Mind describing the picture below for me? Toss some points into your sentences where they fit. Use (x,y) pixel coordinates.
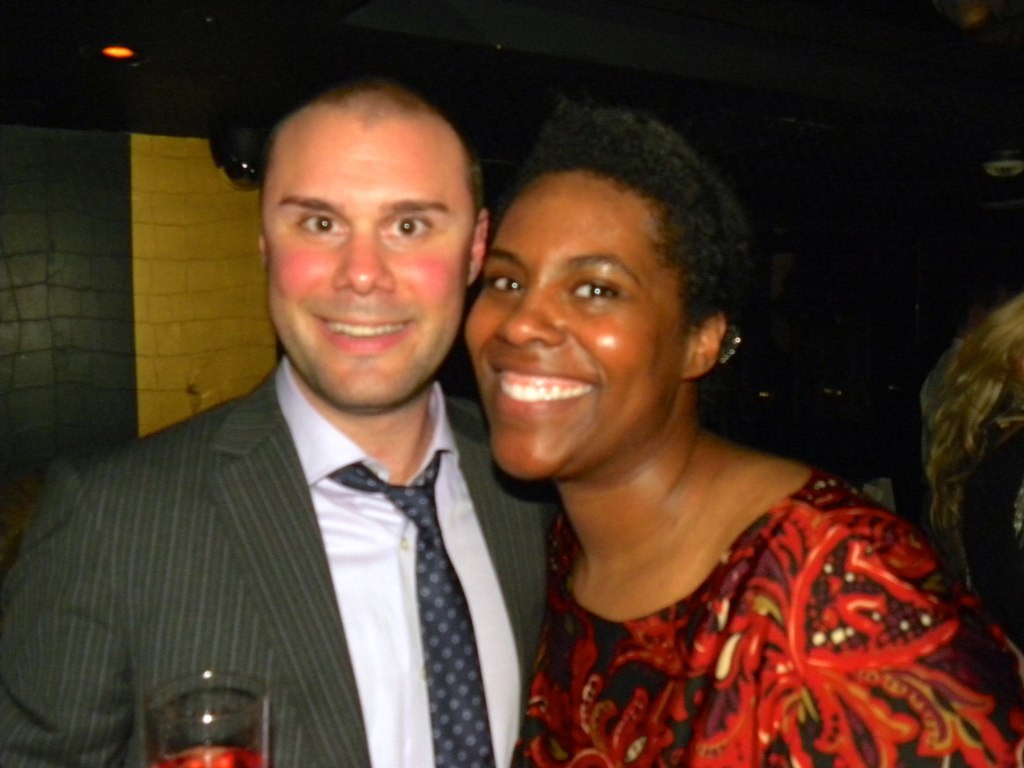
In this picture we can see a man (376,502) and a woman (796,641), they are smiling, here we can see a glass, at the back of them we can see a light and some objects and in the background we can see it is dark.
